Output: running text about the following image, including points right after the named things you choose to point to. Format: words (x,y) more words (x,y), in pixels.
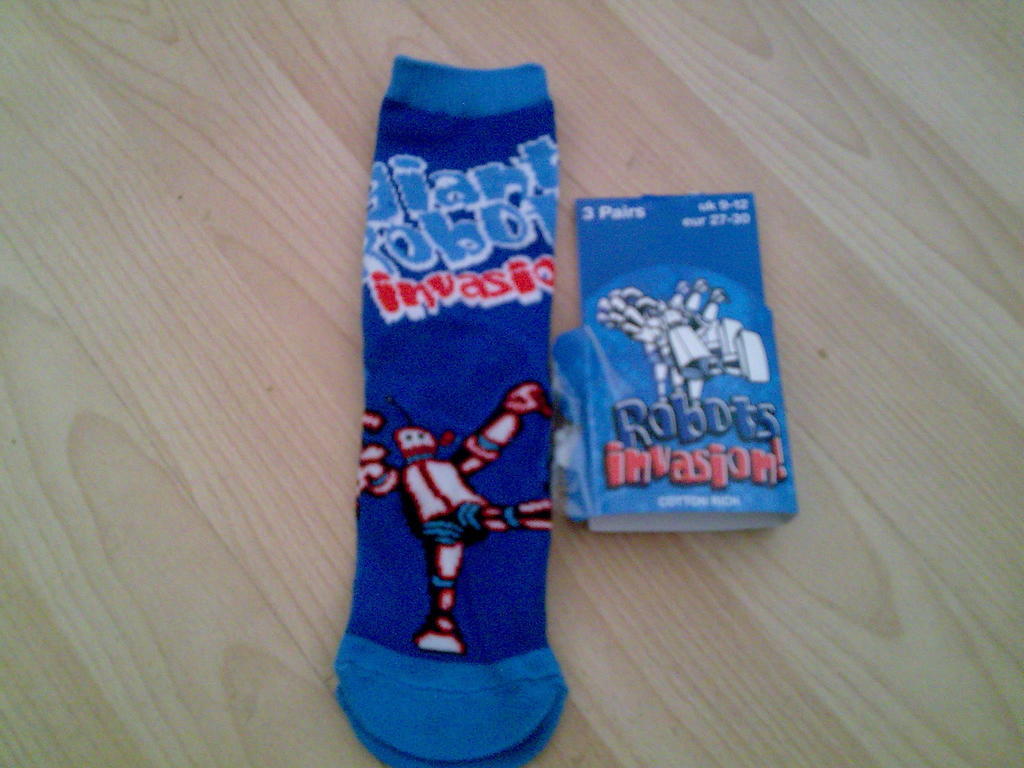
In this picture we can see a table (148,398). On the table (280,398) there is a blue colour socks (443,546). On the socks (447,492) we can see a cartoon (474,522) and beside that there is a paper (741,333) stating "Robots invasion".
